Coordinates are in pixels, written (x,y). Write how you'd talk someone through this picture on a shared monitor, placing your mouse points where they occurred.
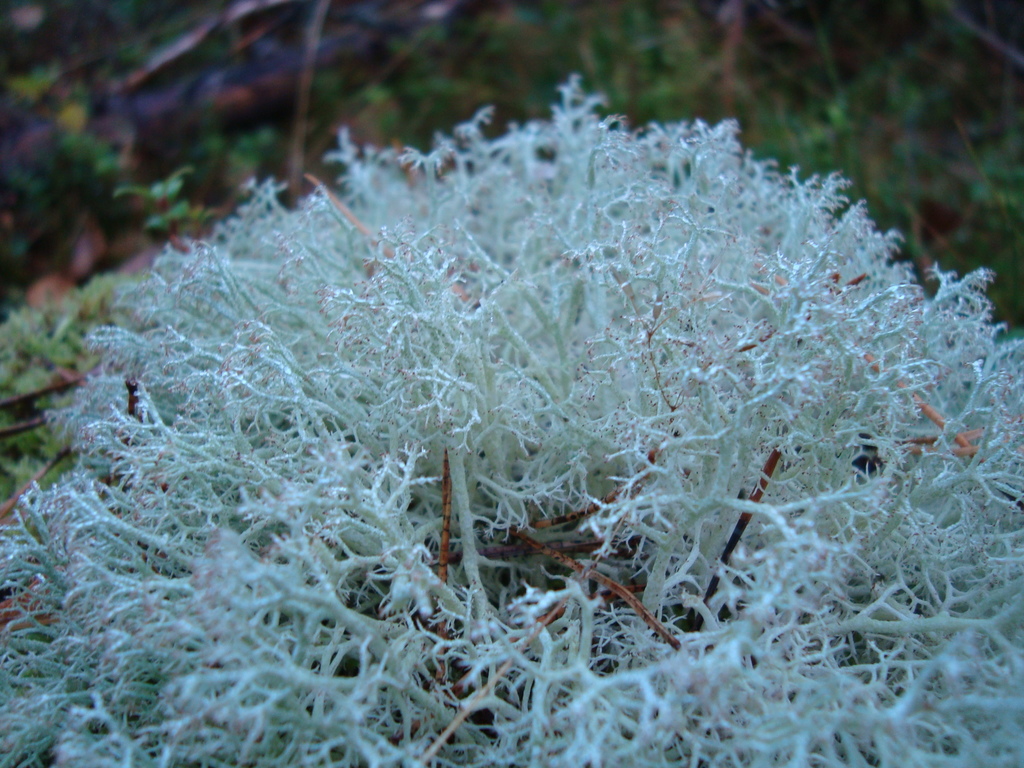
In this image at the bottom (360,579) it looks like there are some plants (734,579) and there is a blurry background (976,152), but we could see some plants (951,127).
